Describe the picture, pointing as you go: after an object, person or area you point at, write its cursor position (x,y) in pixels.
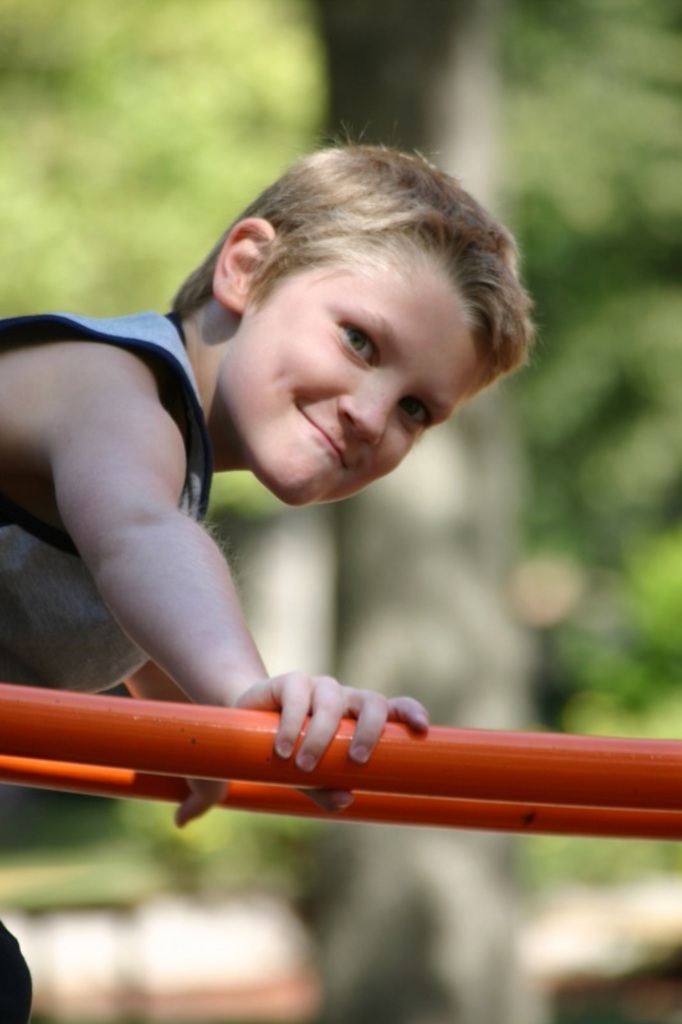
On the left side of this image (176,583) there is a person (126,467) holding a metal rod (259,740), smiling and giving pose for the picture. The background (412,585) is blurred.
